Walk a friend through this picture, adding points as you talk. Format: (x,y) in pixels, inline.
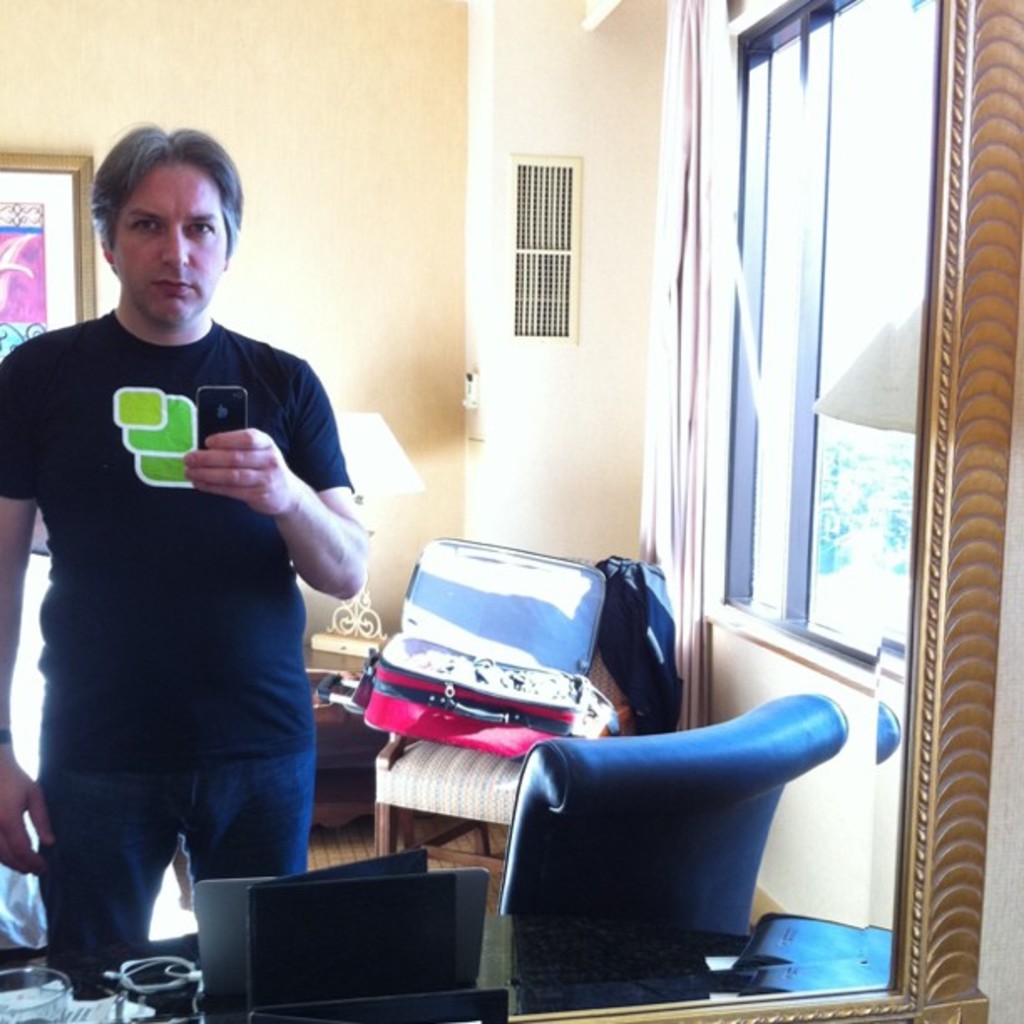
This image is clicked in a room (872,244). On the right side (894,84) there is window (883,319) and this is clicked in a mirror (919,228). A person (165,174) who is standing on the left side (100,395) is clicking his picture with phone (206,396). There is a photo frame (1,347) on the left side (78,274). There are chairs (668,881) and it has cushions (609,653) on it.
